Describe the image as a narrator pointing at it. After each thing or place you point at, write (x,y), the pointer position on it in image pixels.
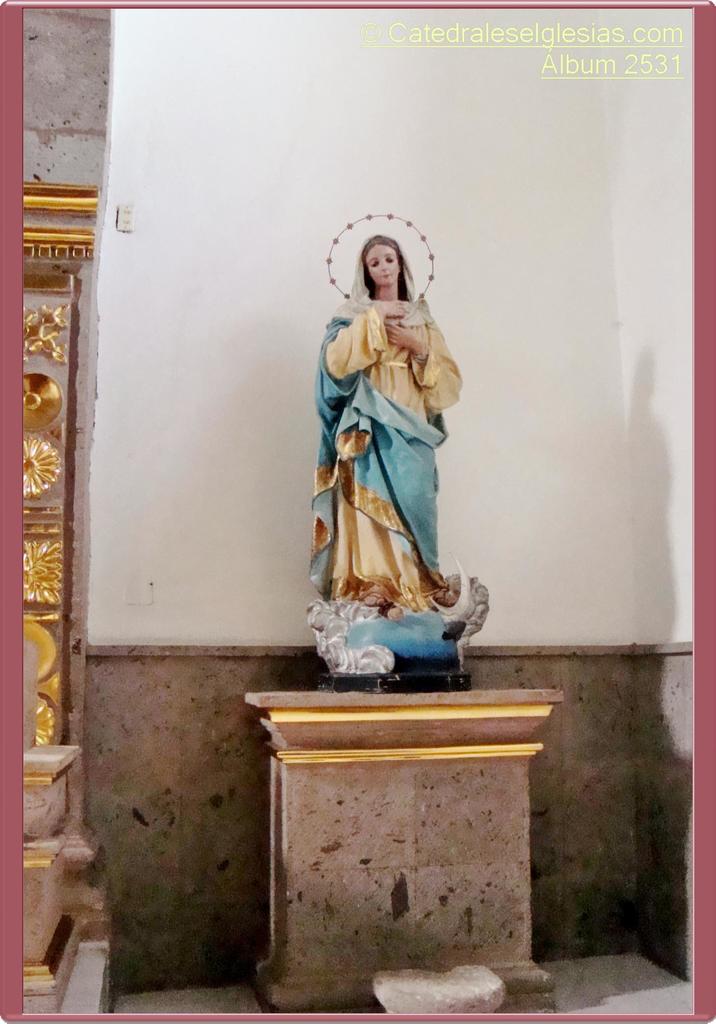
In this picture we can see a statue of a woman (369,244) on a stand (307,705) and in the background (105,719) we can see the wall (295,501).
